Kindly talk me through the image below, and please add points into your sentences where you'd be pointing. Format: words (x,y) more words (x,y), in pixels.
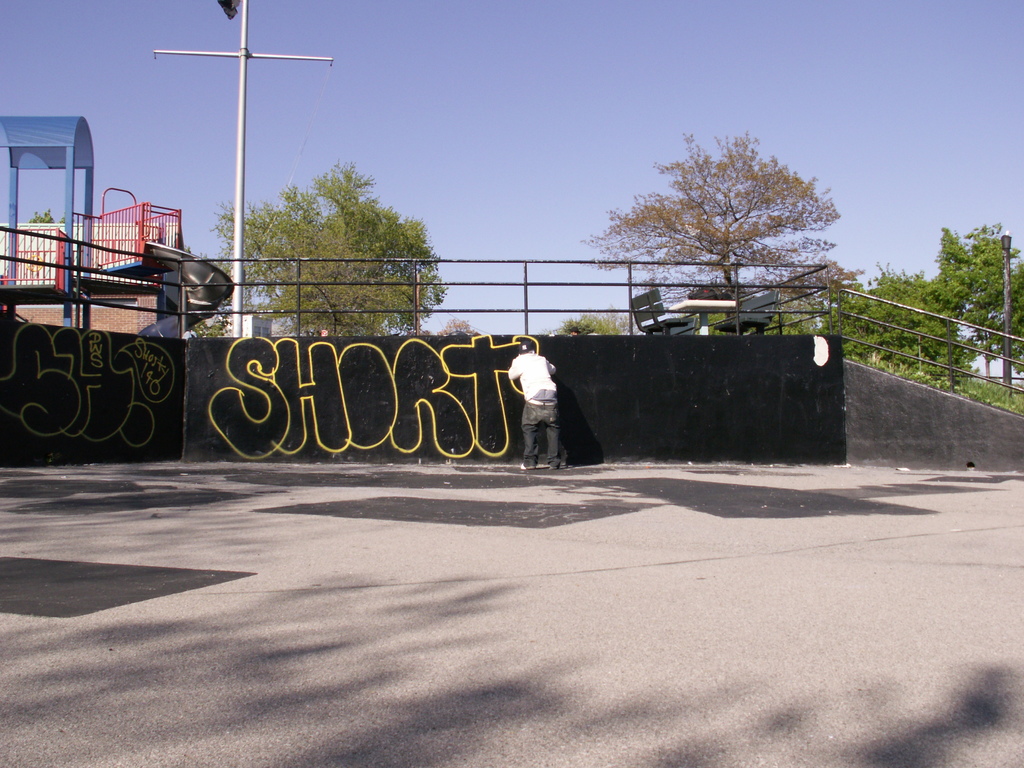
At the bottom of the image (386,637) there is road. And also there is a wall (321,368) with graffiti (160,390). In front of the wall (441,373) there is a person (555,408) standing. And there is a railing (780,300). Behind the railing (681,284) there is a table (706,328) and also there are benches (679,321). On the left corner of the image (119,271) behind the railing (153,255) there is a slide (202,298) with roof (56,163) and railings (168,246). In the background (242,243) there is a pole (245,44). And also there are trees (729,187). At the top of the image (560,166) there is sky (629,126).
